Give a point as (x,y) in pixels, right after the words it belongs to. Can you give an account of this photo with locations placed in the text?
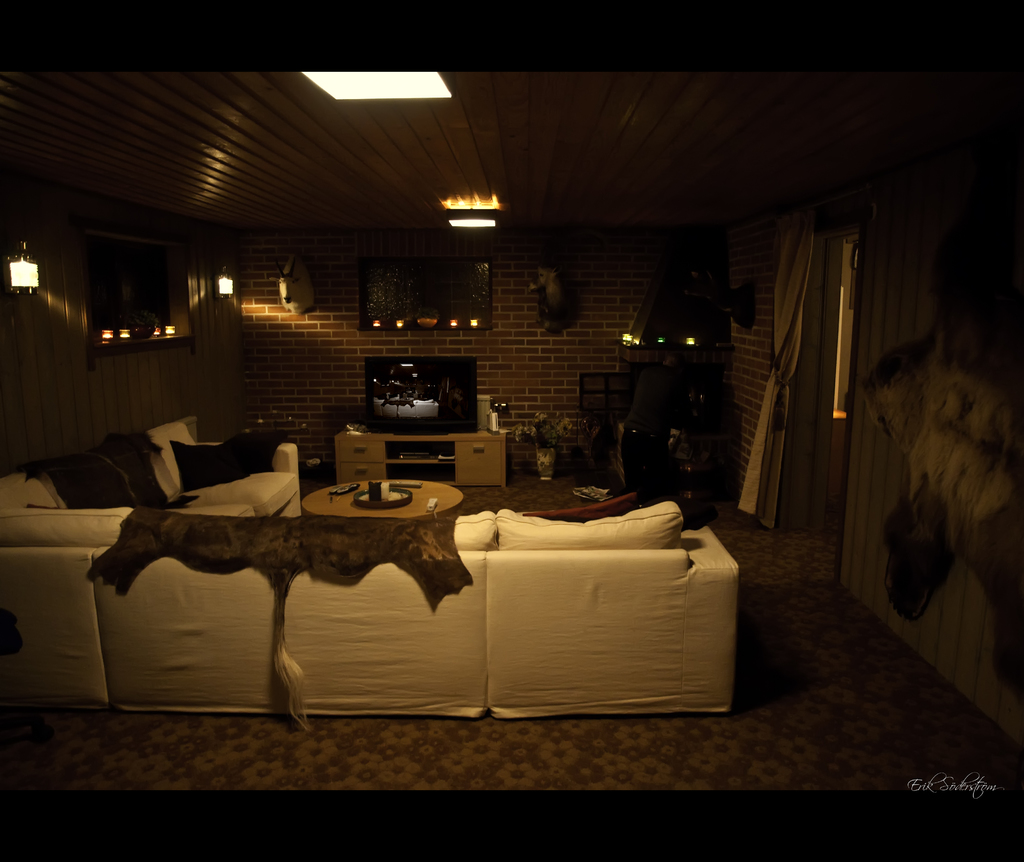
This looks like a living room (648,677). This is a couch (179,618) with cushions (563,541) on it. here is a small teapoy (324,503) with few objects (401,502) placed. This is a television (392,424) on the television stand (465,455). This looks like a frame (369,313) attached to the wall (343,279). This is a ceiling light (462,204) attached to the rooftop (225,196). This looks like a curtain (760,432) hanging. I can see a flower vase (544,421) placed on the floor (551,490). These are the lamps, animal heads (559,298) attached to the wall (576,282).
